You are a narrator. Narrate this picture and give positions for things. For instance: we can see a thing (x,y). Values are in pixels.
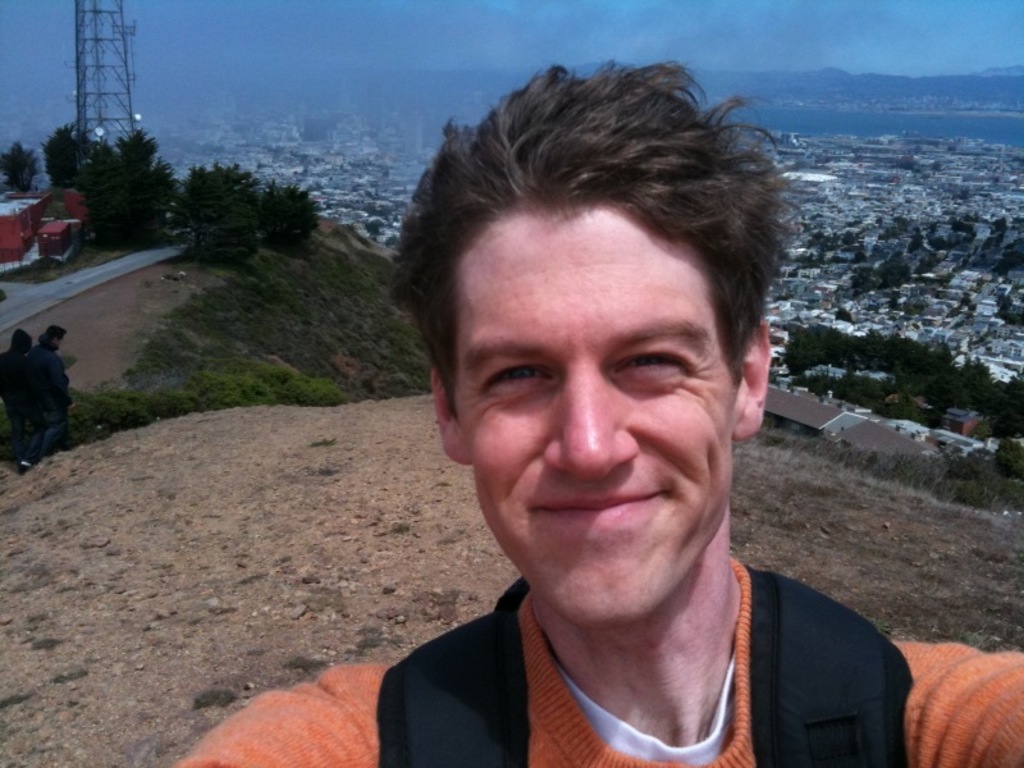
This image is taken outdoors. At the top of the image (841,28) there is the sky (548,46). At the bottom of the image (105,732) there is a ground (143,634). In the middle of the image (620,393) there is a man (665,693) with a smiling face (583,402). In the background (950,379) there are many trees (922,362) and plants (913,406) and there are many houses (876,427) and buildings (325,174) on the ground (370,155). On the left side of the image (151,175) there are a few plants (200,208) and there is a ground (256,363) with grass (300,372) on it. There is a tower (105,101) and two people (22,393) are walking on the ground (40,324).
